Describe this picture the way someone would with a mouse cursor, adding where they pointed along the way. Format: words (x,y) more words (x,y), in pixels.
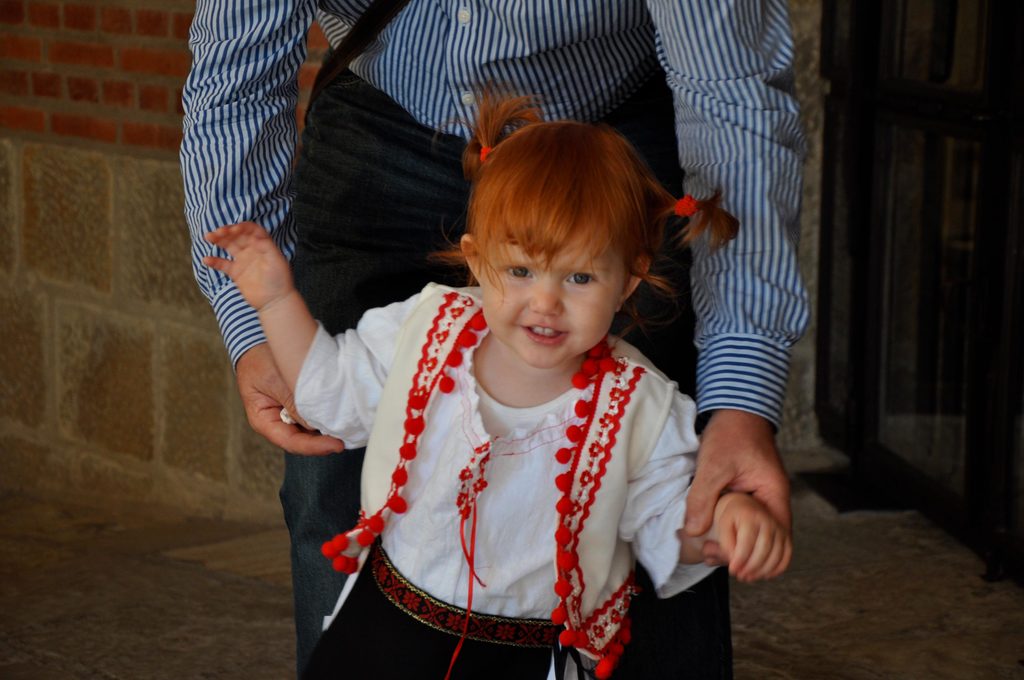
In this image we can see group of persons (664,510) standing on the ground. One kid (363,501) is wearing a white dress (633,434) and in the background (903,279) we can see a door (990,376).
